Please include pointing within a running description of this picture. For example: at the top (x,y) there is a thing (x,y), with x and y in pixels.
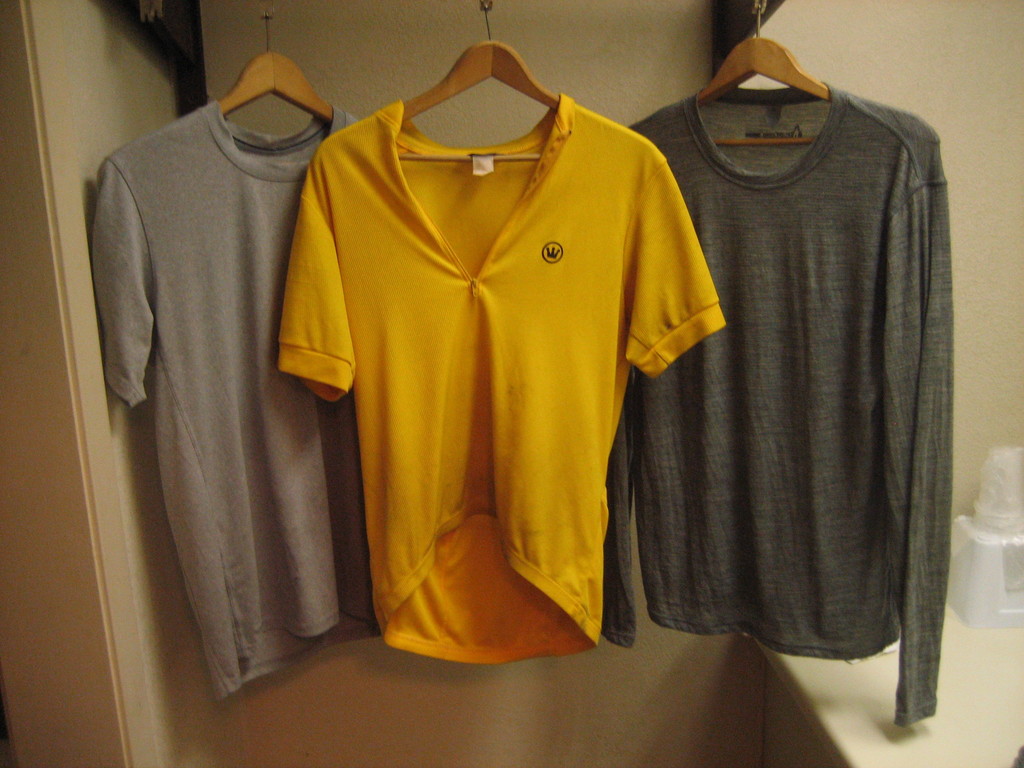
In the center of the image (481,457), we can see clothes (390,265) hanging to the hangers (296,87) and in the background (372,76), there is a wall (372,8) and we can see an object (986,529) on the stand (947,693).
